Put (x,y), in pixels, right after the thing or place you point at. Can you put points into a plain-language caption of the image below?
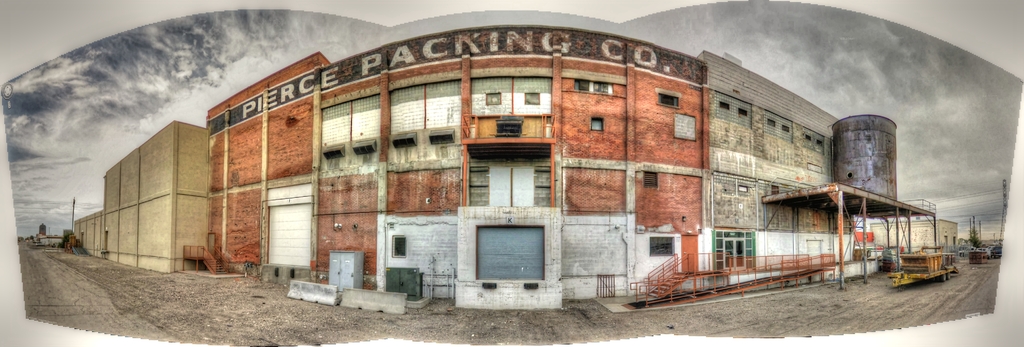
In the image there are few buildings (375,195) with walls (374,164), windows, pillars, steps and glass doors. There are steps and also there is a tank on the surface (878,321) with poles (1003,196). In front of the building (384,226) there is a cupboard (344,286) and few other objects (353,299). At the top of the image (92,46) there is a sky (117,46) with clouds (106,105).
